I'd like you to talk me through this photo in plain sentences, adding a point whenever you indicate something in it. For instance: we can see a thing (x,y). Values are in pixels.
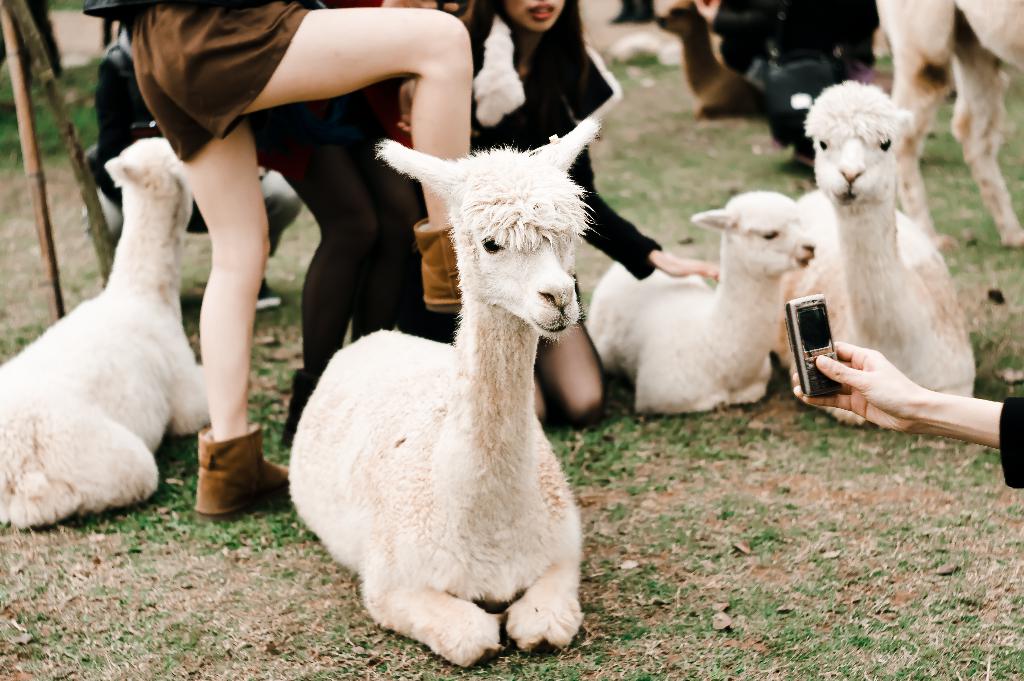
In this picture we can see a phone (804,358) and the hand (821,368) of a person (959,409). We can see a few animals (485,287) on the grass (174,471). We can see the wooden objects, boots (213,465) and the legs (247,147) of a person (336,22) visible on the left side (248,162). There are a few people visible in the background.
